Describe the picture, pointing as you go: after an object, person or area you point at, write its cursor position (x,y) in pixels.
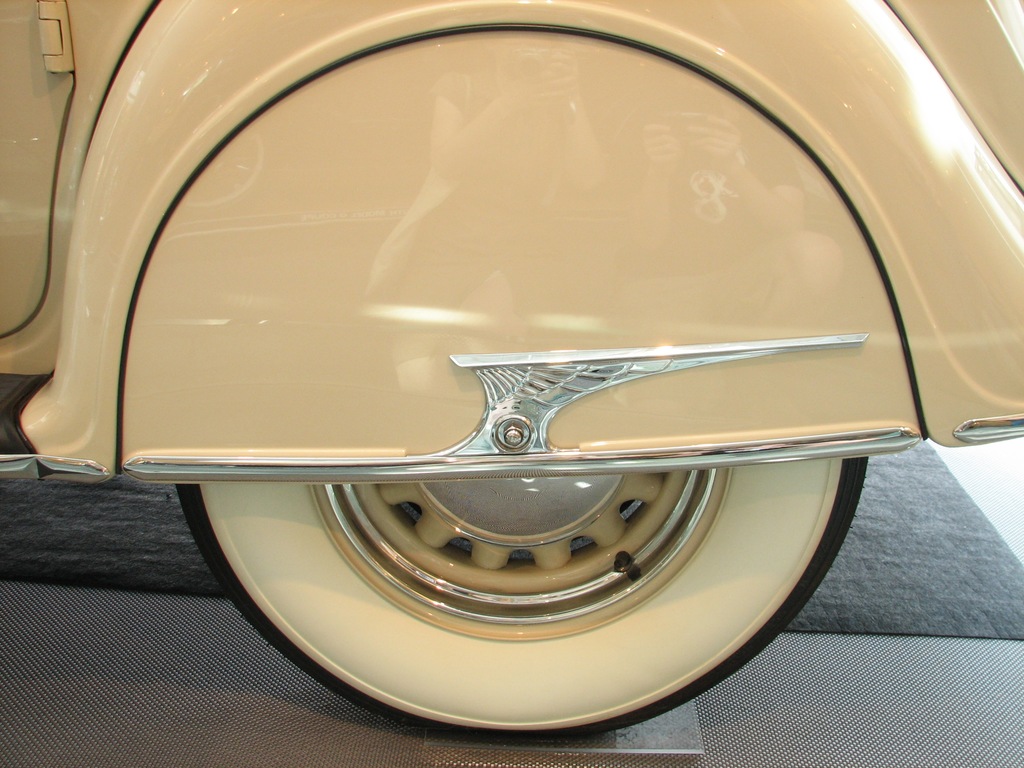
In this image I can see it is the Tyre (720,596) of a vehicle (585,434), the body (549,234) of this vehicle (497,286) is in cream color.
